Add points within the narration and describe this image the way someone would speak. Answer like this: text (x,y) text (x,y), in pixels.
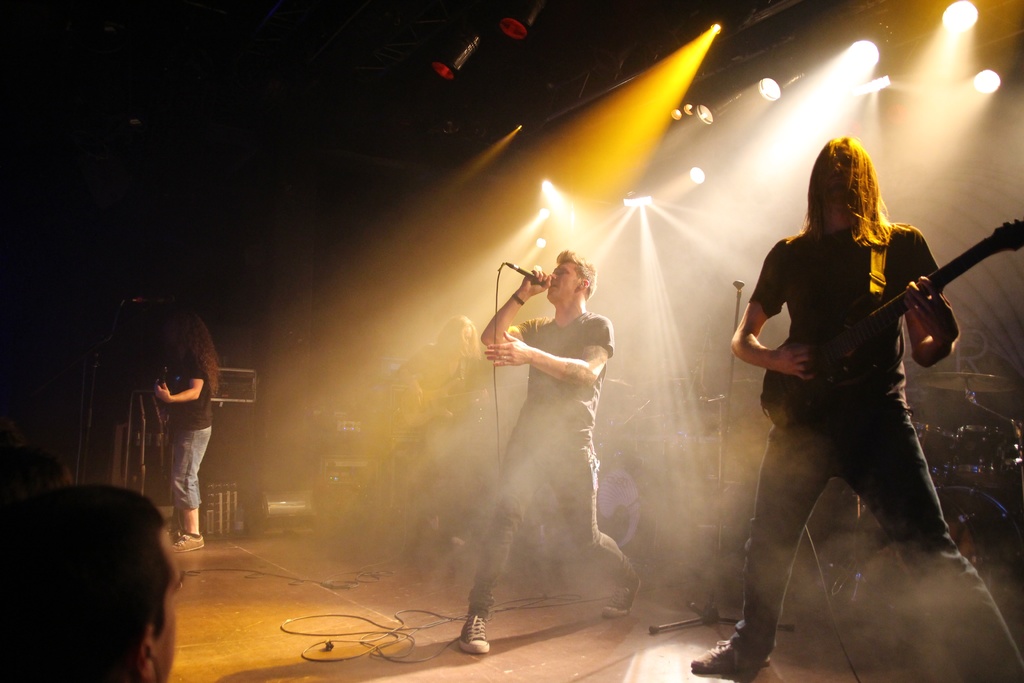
In this picture there is a person (939,307) playing the guitar (946,274) over the right, this person (576,281) is singing and there's a woman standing over here.
